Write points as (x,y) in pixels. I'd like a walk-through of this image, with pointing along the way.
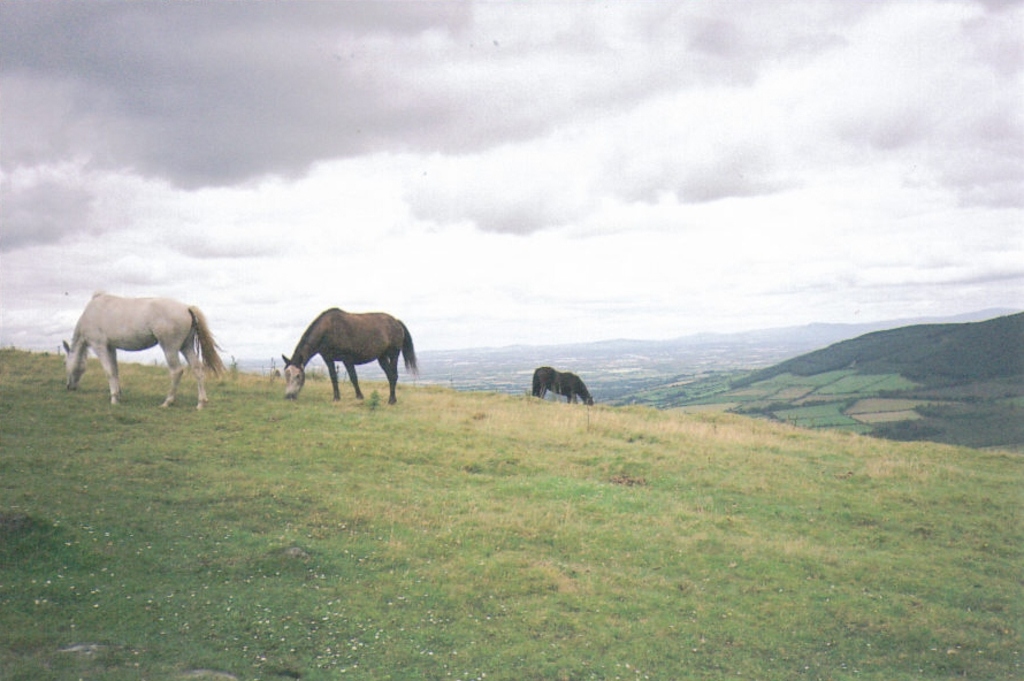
In this picture we can observe three horses (558,373) grazing grass (142,408) on the ground (387,414). There are three different colors of horses (533,390). We can observe white, brown and black color horses (156,312). There is some grass (581,450) on the ground (581,450). In the background (902,371) there are hills (961,365) and a sky (401,147) with clouds (481,147).
